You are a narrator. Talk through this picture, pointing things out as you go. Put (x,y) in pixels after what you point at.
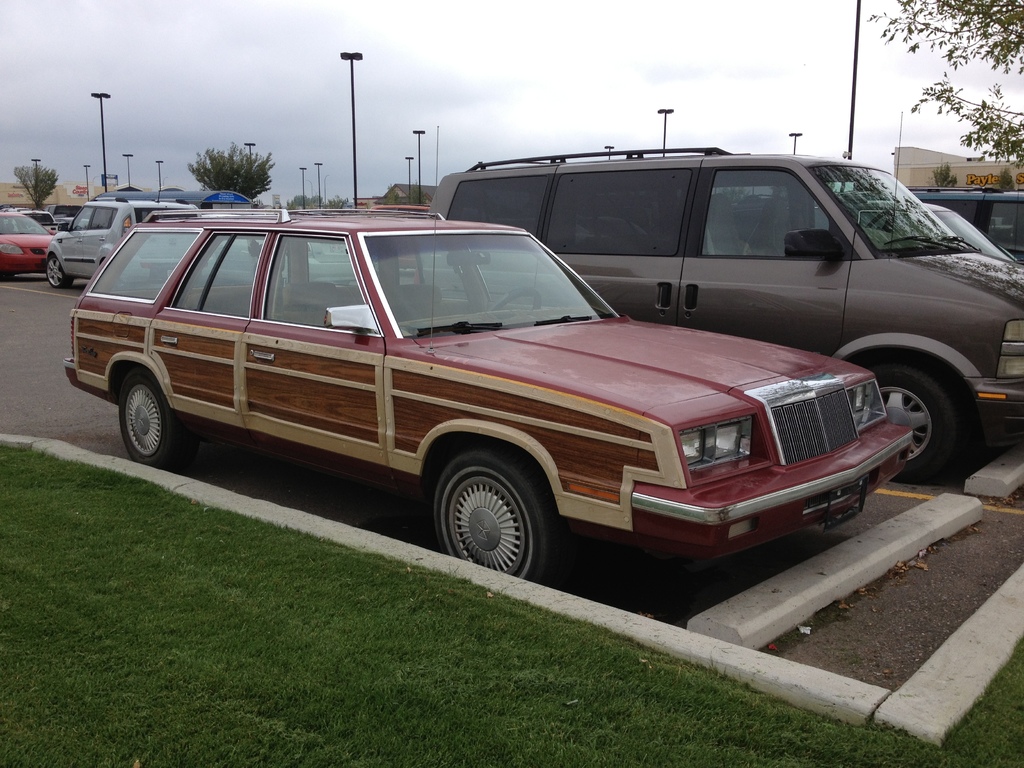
In this image there are cars (316,260) parked on the road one beside the other. In between the cars (728,158) there are poles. At the bottom (202,687) there is grass (270,607). On the right side (988,174) top there is a building (972,177).
